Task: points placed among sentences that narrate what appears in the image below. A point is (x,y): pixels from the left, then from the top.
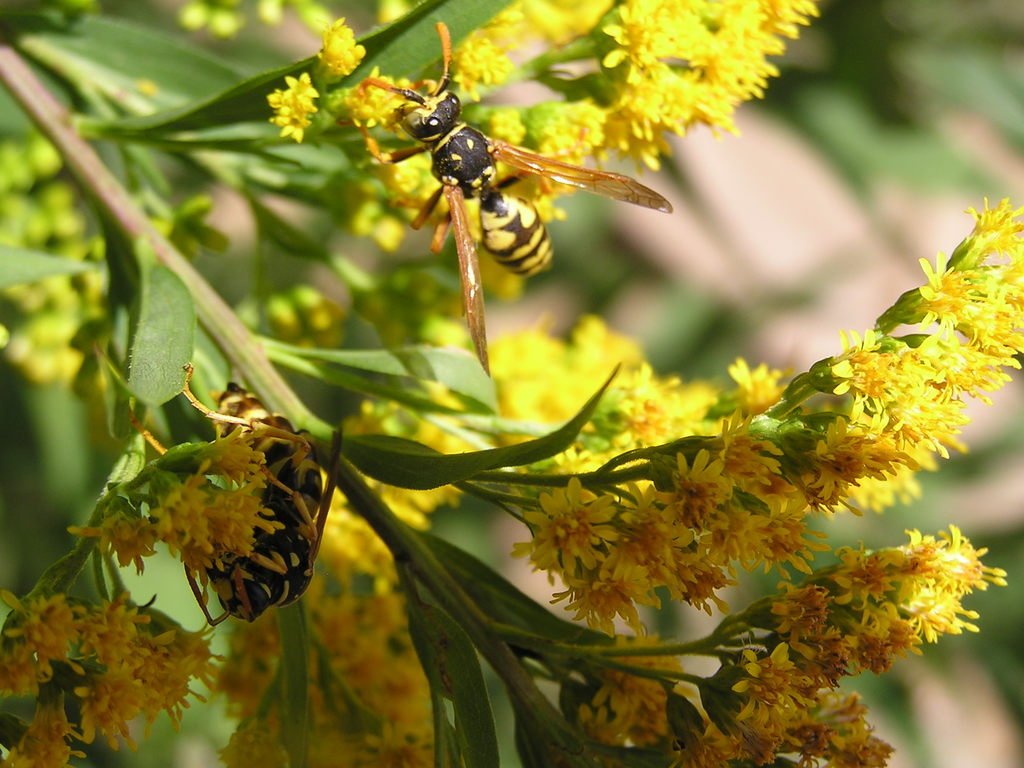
In this image we can see insects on flowers (567,522) of a plant (413,506) and some leaves (160,91).
